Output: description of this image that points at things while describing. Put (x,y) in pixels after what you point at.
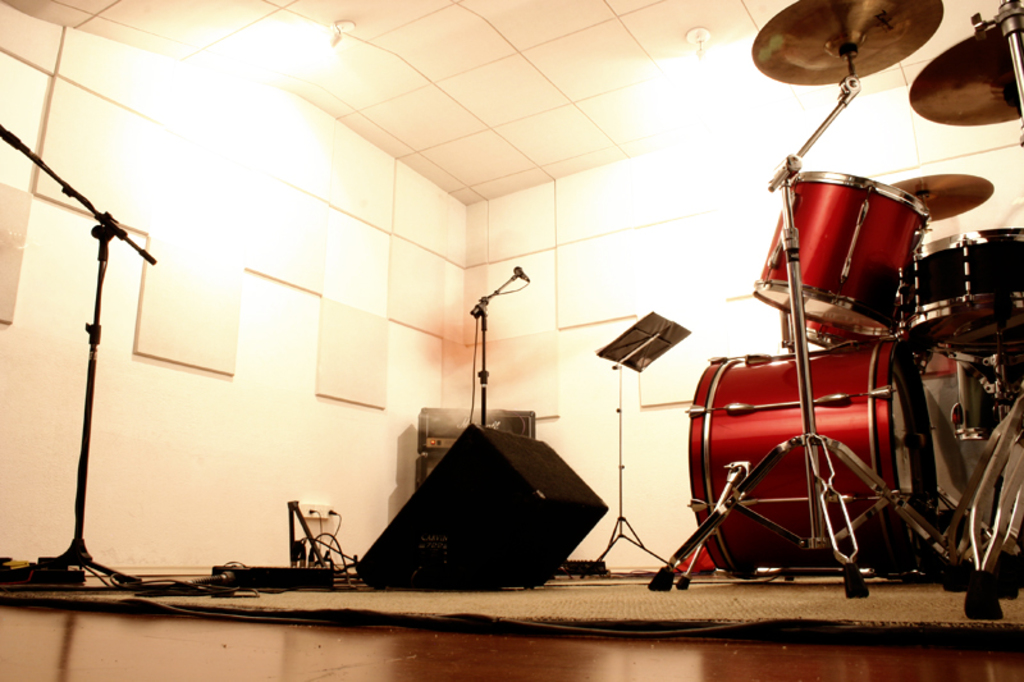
In this image we can see the drums (841,353) and some musical instruments (549,476). And we can see the microphones (516,268). And we can see the lights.
